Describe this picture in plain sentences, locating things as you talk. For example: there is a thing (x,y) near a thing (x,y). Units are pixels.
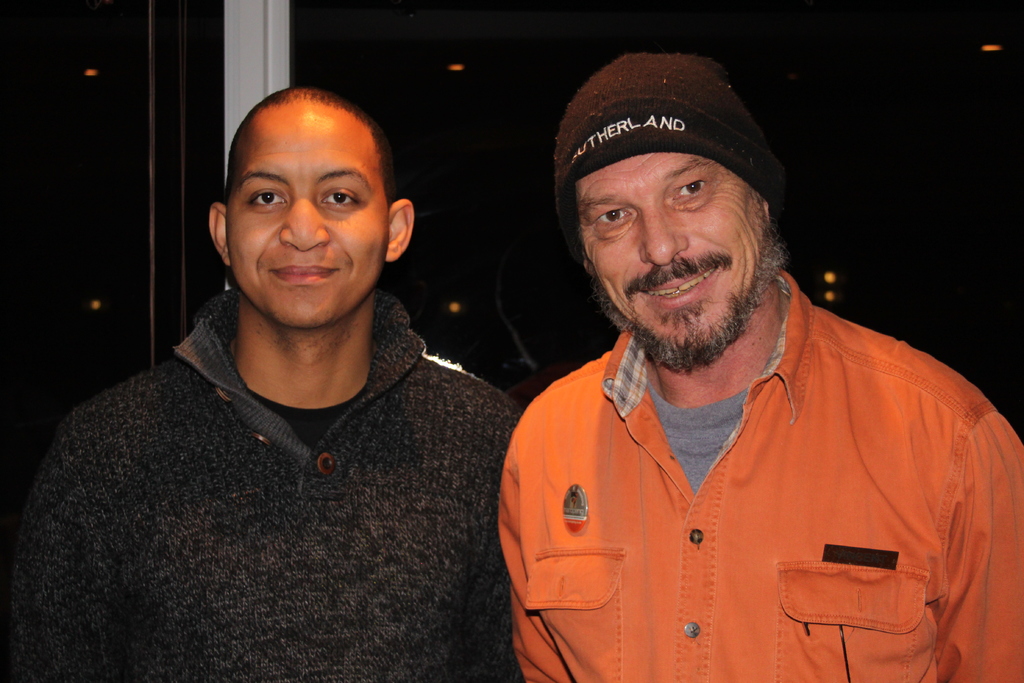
In this picture there are two men (500,432) in the center of the image (416,428).
